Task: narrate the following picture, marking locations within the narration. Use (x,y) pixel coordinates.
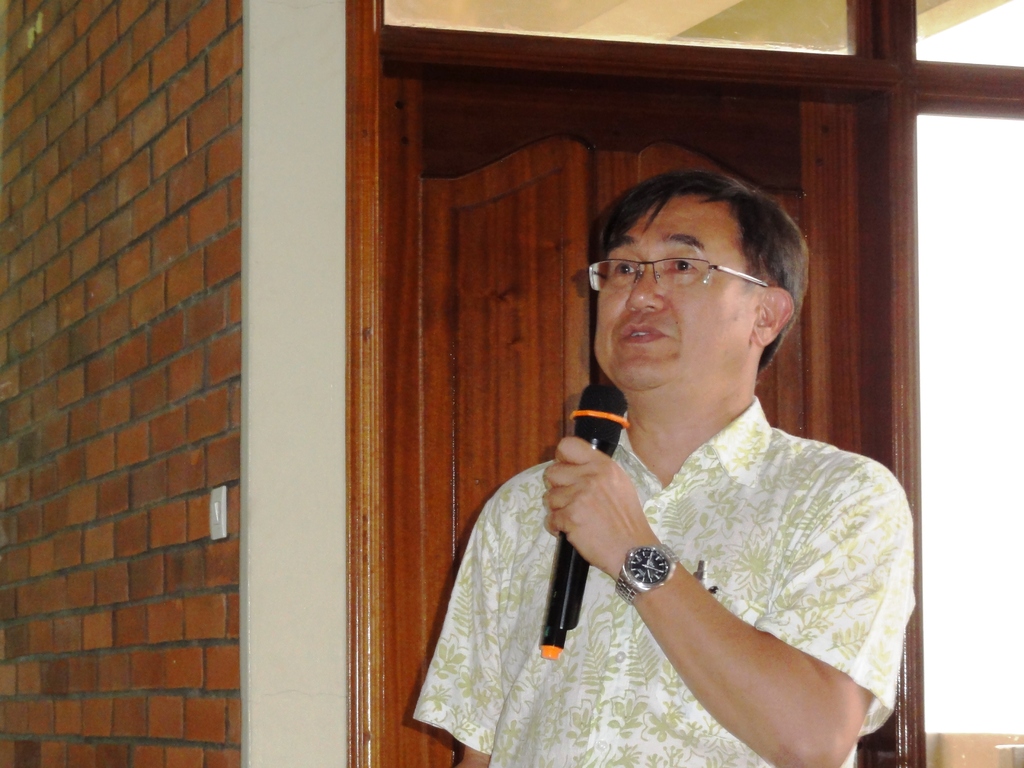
In this image I can see there is a person (650,492) standing and holding a mike (570,615). And at the back (318,261) there is a wall (173,266) and a door (457,172). And there is a switchboard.
